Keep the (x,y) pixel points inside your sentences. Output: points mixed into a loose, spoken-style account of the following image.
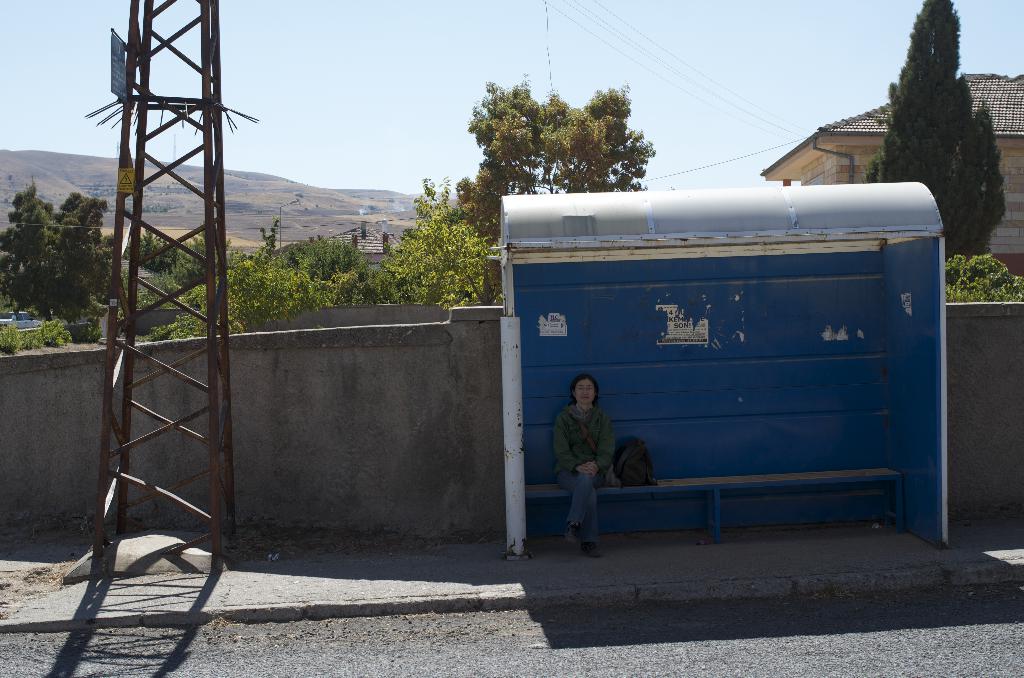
In this image, at the right side (892,334) there is a blue color shade (717,342), there is a woman (583,527) sitting on the bench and there is a bag (629,476) on the bench (638,487), at the left side (111,354) there is a tower (110,368), at the background (228,243) there are some green color trees (457,219), there is a home (828,128) at the right (864,131), at the top (571,32) there is a sky (773,132) which is in blue color.
